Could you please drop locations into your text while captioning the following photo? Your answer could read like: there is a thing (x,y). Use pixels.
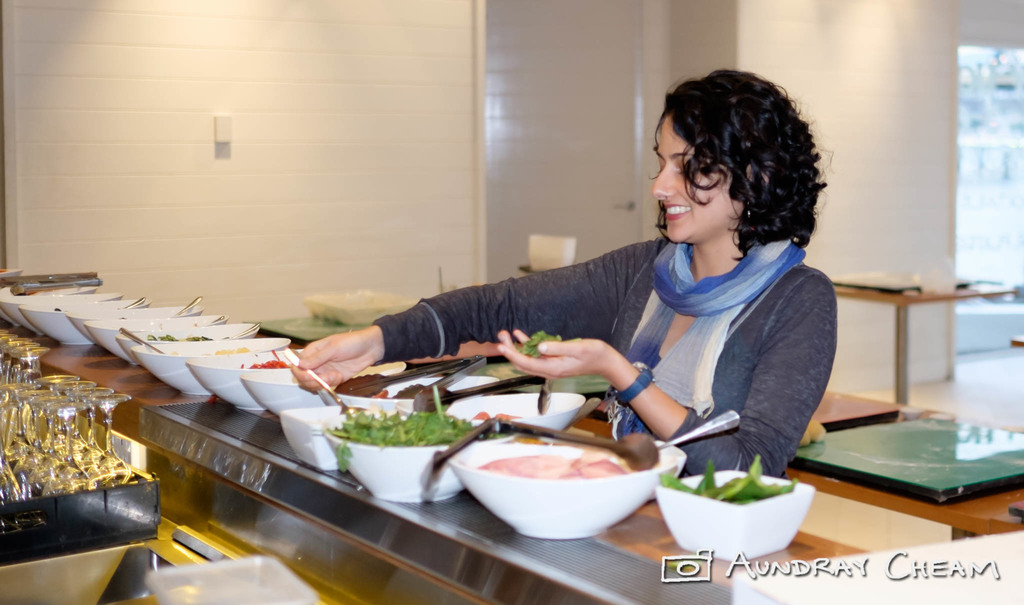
In this image we can see a platform (298,523). On that there are bowls (304,398) with food items (432,419) and spoons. Also there are tongs (422,411). And there is a lady (534,319) holding spoon (333,389) in one hand (350,335) and food item (525,347) in other hand (544,353). In the back (314,143) there is a wall (283,59). And there is a platform (863,458) and table (940,291). And we can see glasses (94,471) in a tray (148,497). And there is watermark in the right bottom corner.
